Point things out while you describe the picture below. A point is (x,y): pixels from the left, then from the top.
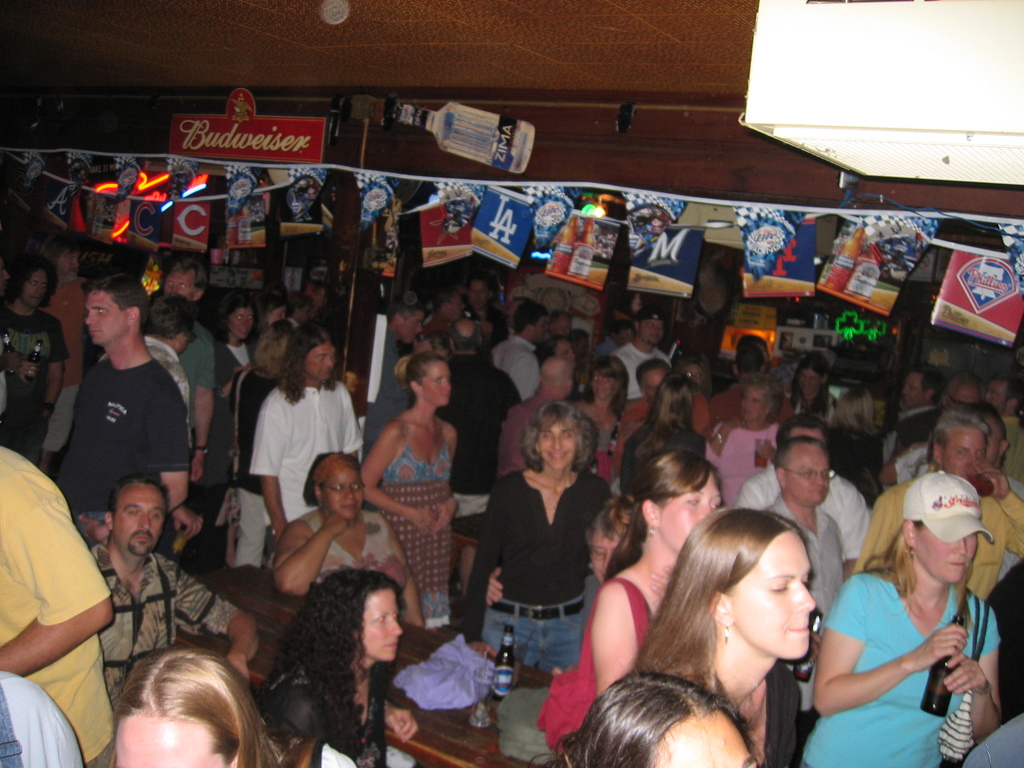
In the right side (927,574) a woman (809,754) is standing she wore a blue color t-shirt (878,719), beside her there are few other girls (701,532) are also standing. In the left side (159,471) a man (162,453) is standing, he wore a black color t-shirt (168,456).
